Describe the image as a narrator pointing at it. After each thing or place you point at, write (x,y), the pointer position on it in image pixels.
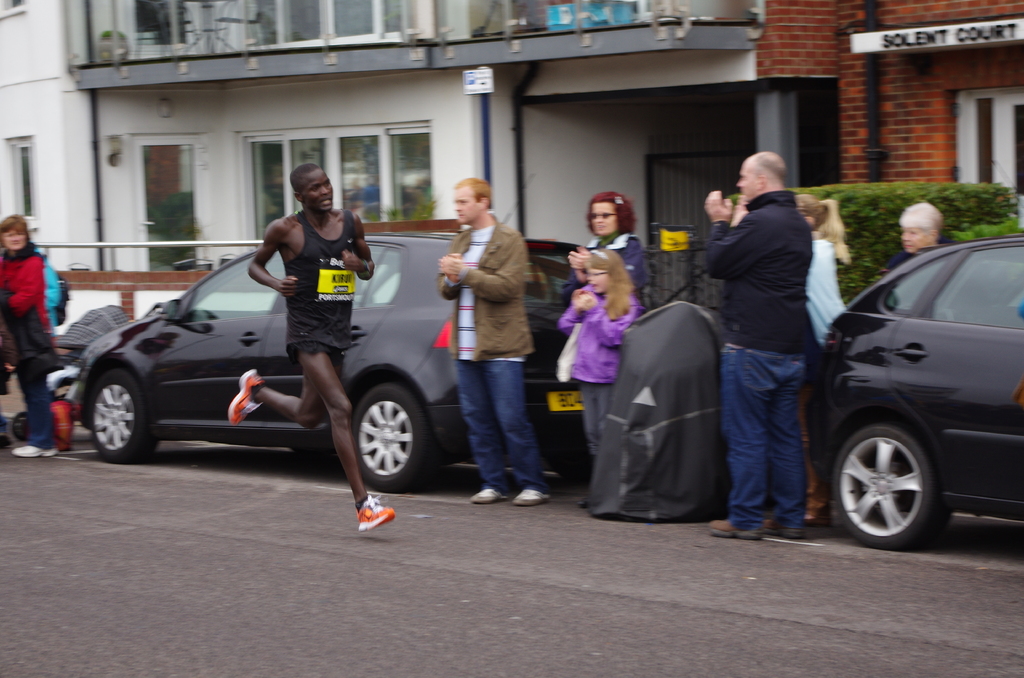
On the left side (317,246), there is a person (326,257) in a black color t-shirt (318,269), running on a road (322,503), on which there are persons (23,269) and vehicles (380,331). In the background (254,98), there are buildings (322,27) and plants (907,196).
